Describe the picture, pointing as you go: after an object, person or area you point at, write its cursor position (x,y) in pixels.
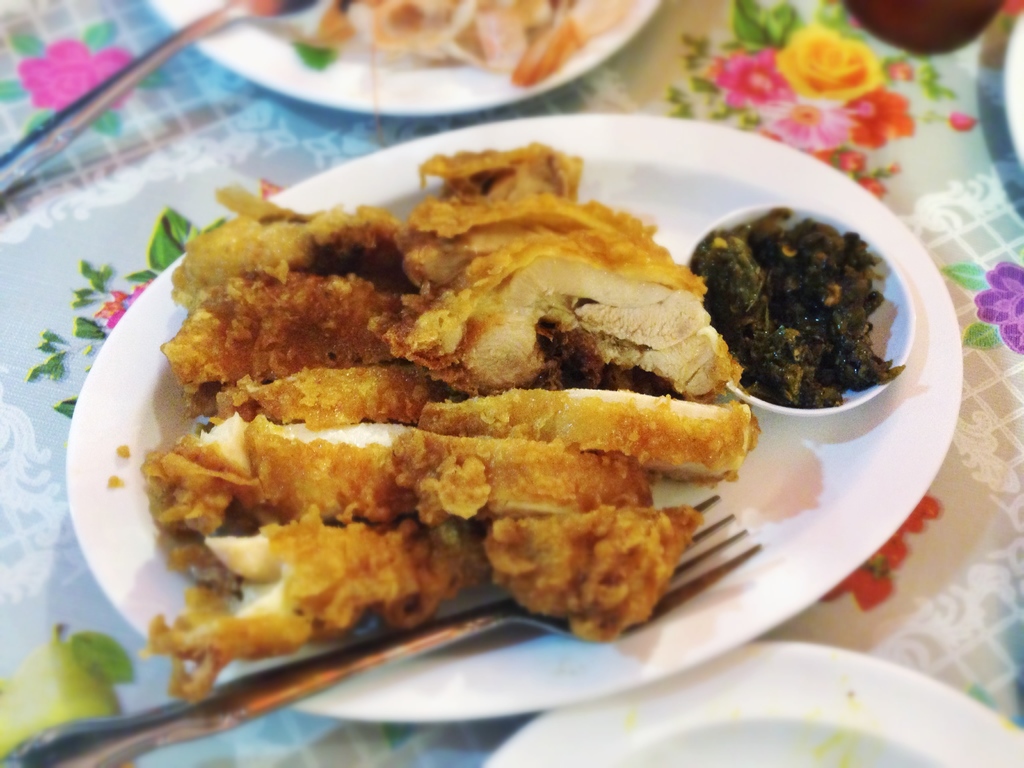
In this image we can see plates (747,185) containing food (492,516), a spoon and a fork (450,625) are placed on the surface (941,202).
